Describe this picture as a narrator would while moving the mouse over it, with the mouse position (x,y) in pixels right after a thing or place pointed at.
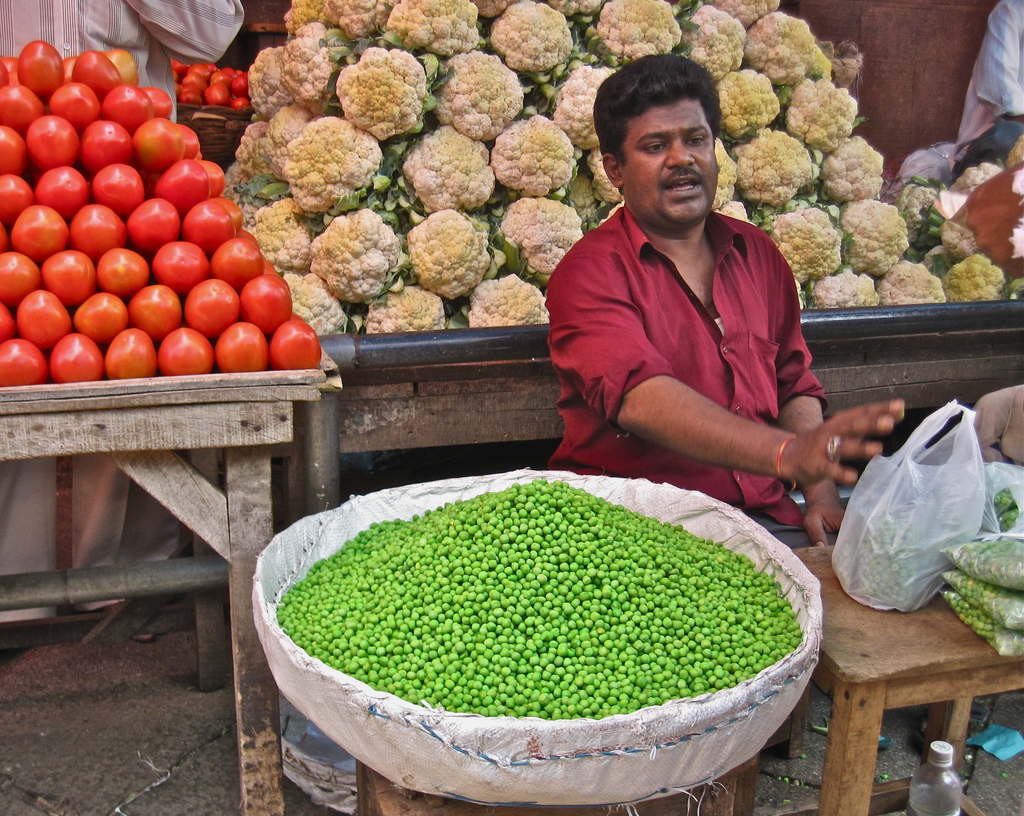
In the picture we can see a man (648,278) sitting on the stool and selling vegetables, behind him we can see a table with full of cauliflowers (839,300) and tomatoes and behind it we can see some person (6,522) is standing.
